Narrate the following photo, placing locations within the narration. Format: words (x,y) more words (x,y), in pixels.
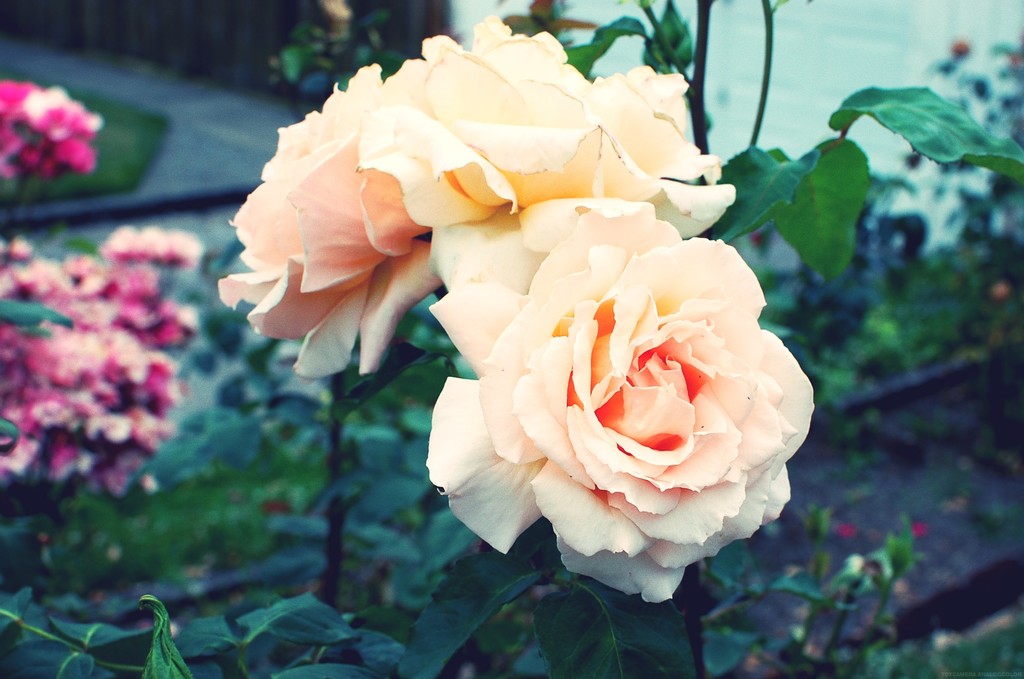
In this picture we can see few flowers (245,286) and plants (913,326).
